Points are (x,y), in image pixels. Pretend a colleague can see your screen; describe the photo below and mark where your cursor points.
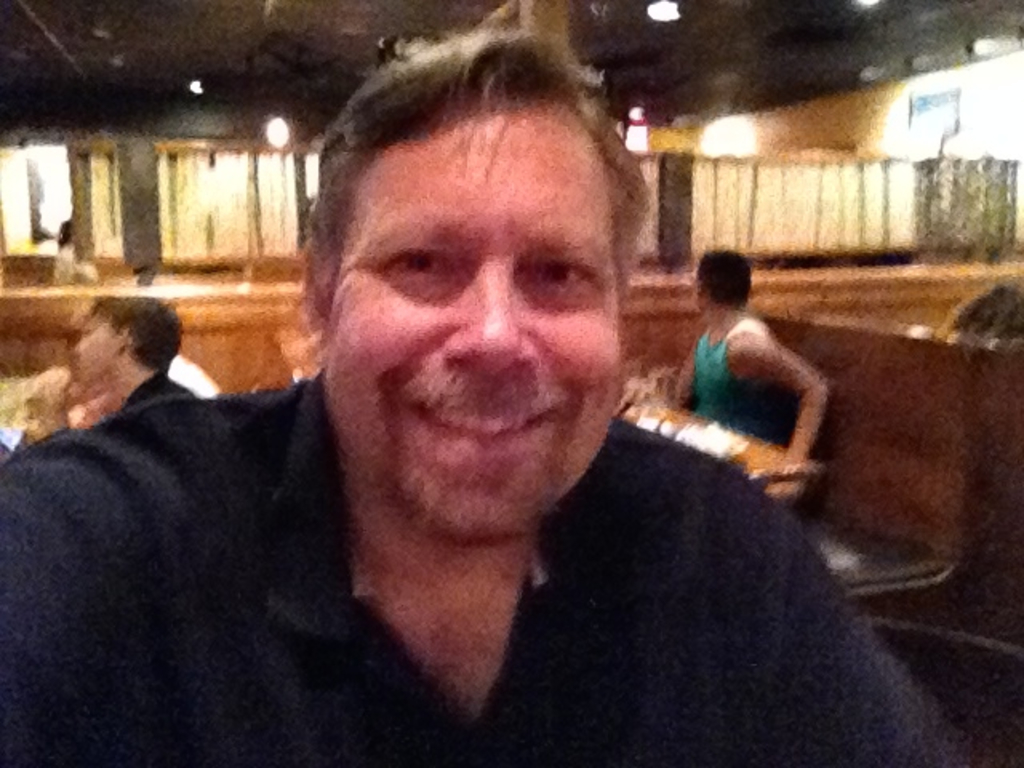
This is the man (445,665) smiling. I can see two people (742,362) sitting on the bench (886,541). This is the table (742,447). This looks like a restaurant (149,160).
